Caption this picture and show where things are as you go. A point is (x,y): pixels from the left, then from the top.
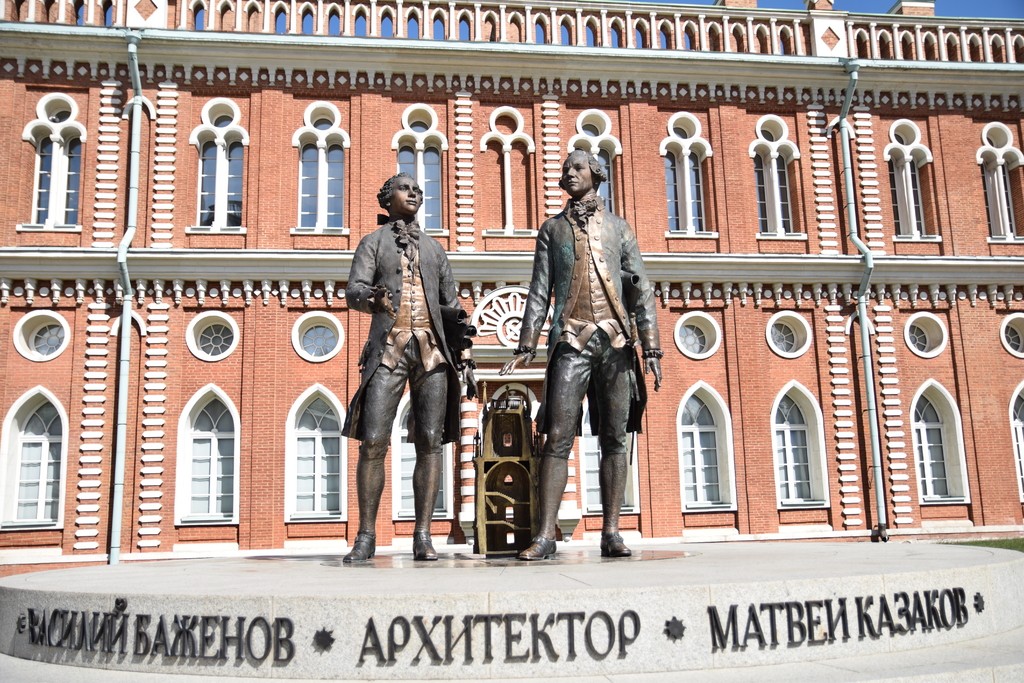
In this picture we can see 2 statues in front of a building (495,128).
